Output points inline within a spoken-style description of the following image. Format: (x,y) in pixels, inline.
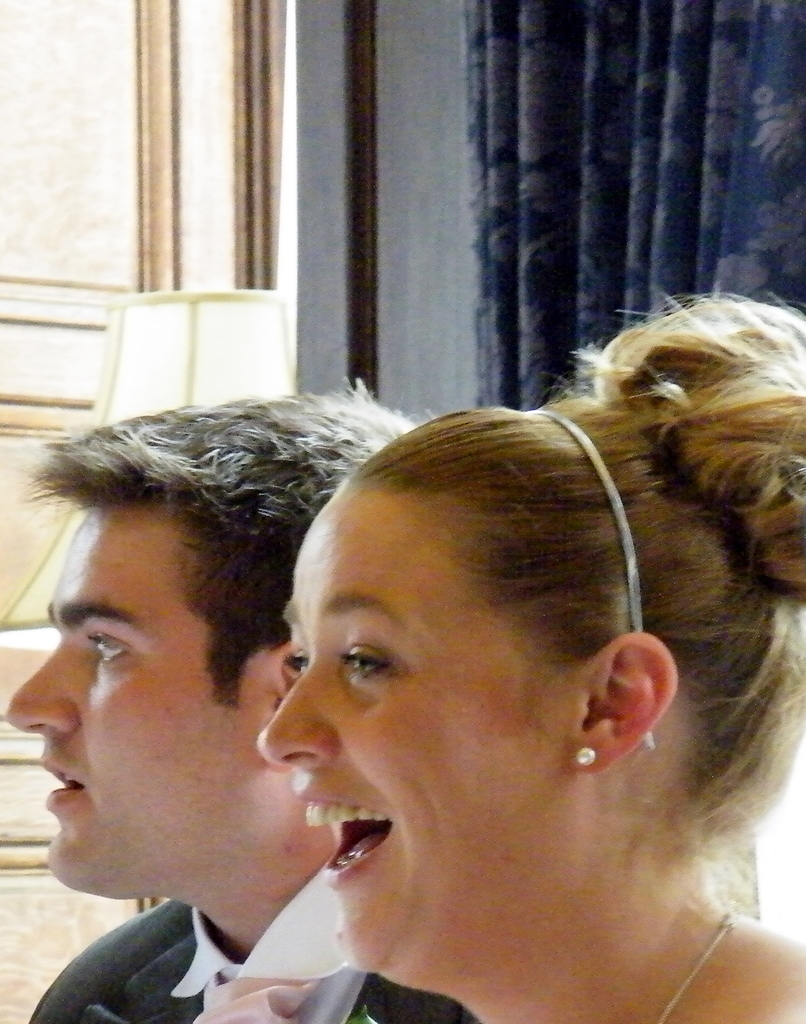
In this picture I see a man (275,775) and a woman (492,742) in front (190,937) and I see that this woman (530,722) is smiling. In the background (495,197) I see a cloth (712,156) which is of blue in color.
